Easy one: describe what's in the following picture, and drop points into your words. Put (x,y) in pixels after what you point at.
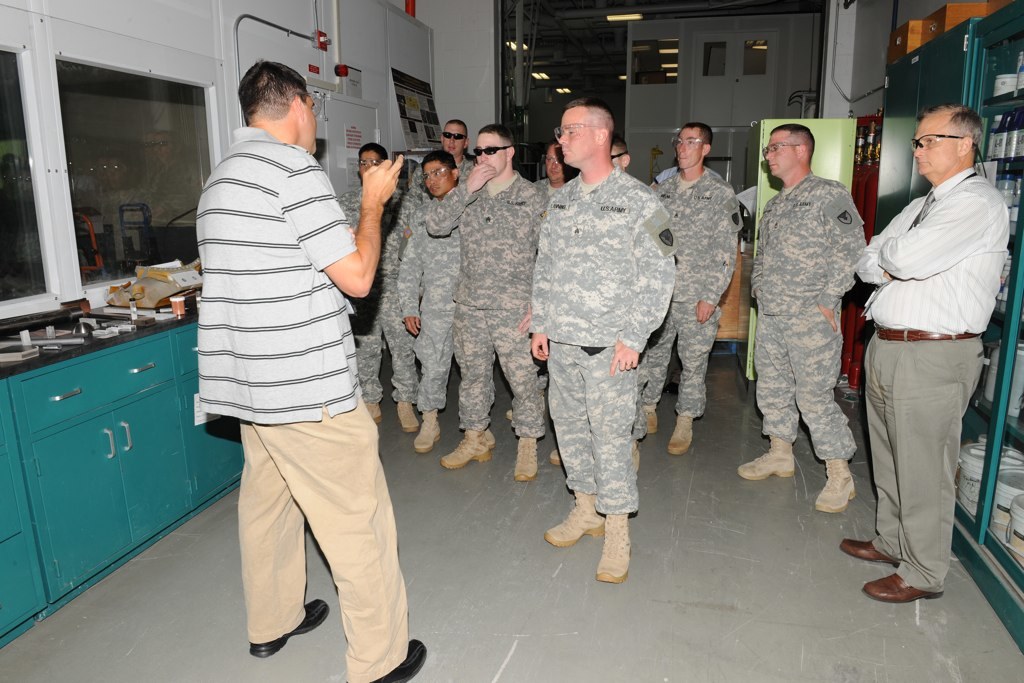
In this image we can see a few people (266,288) standing on the floor (466,469), there are cupboards (66,491), in the cupboard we can see some objects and also we can see a table (33,415) with some objects (11,355), at the top (424,129) we can see the lights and a board (420,101) with some text (417,113) and images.
